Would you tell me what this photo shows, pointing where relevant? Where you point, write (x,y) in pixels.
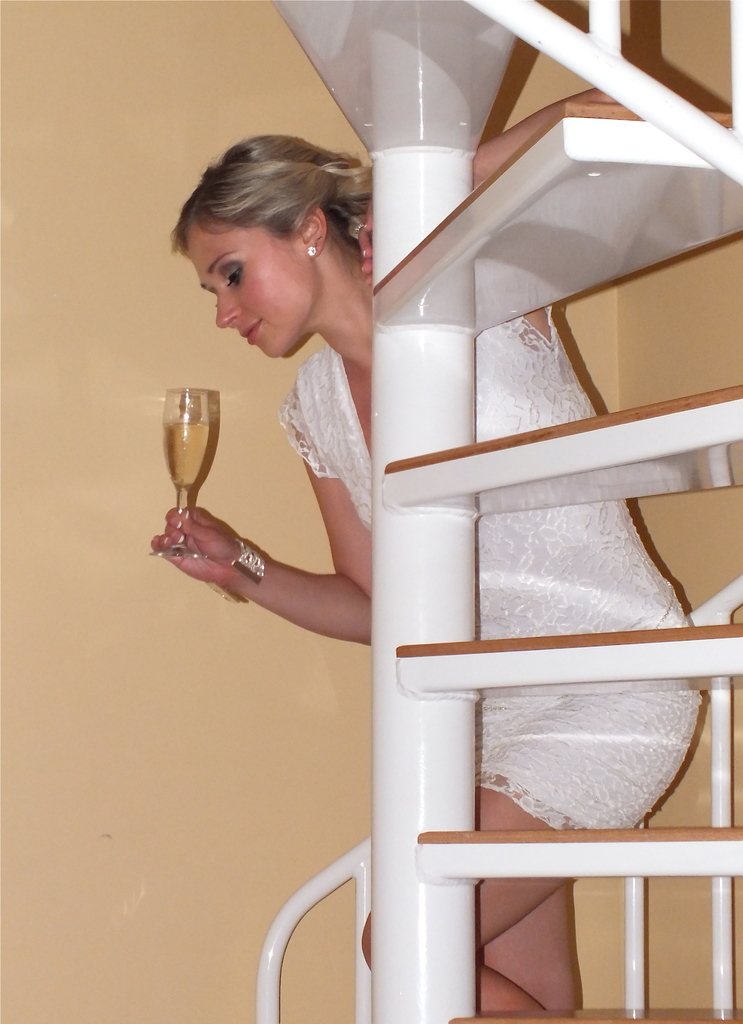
In this image we can see a person (511,740) walking on the stairs (405,568) and holding a glass (175,464) with a drink (184,461). Beside her we can see the wall (62,513).
